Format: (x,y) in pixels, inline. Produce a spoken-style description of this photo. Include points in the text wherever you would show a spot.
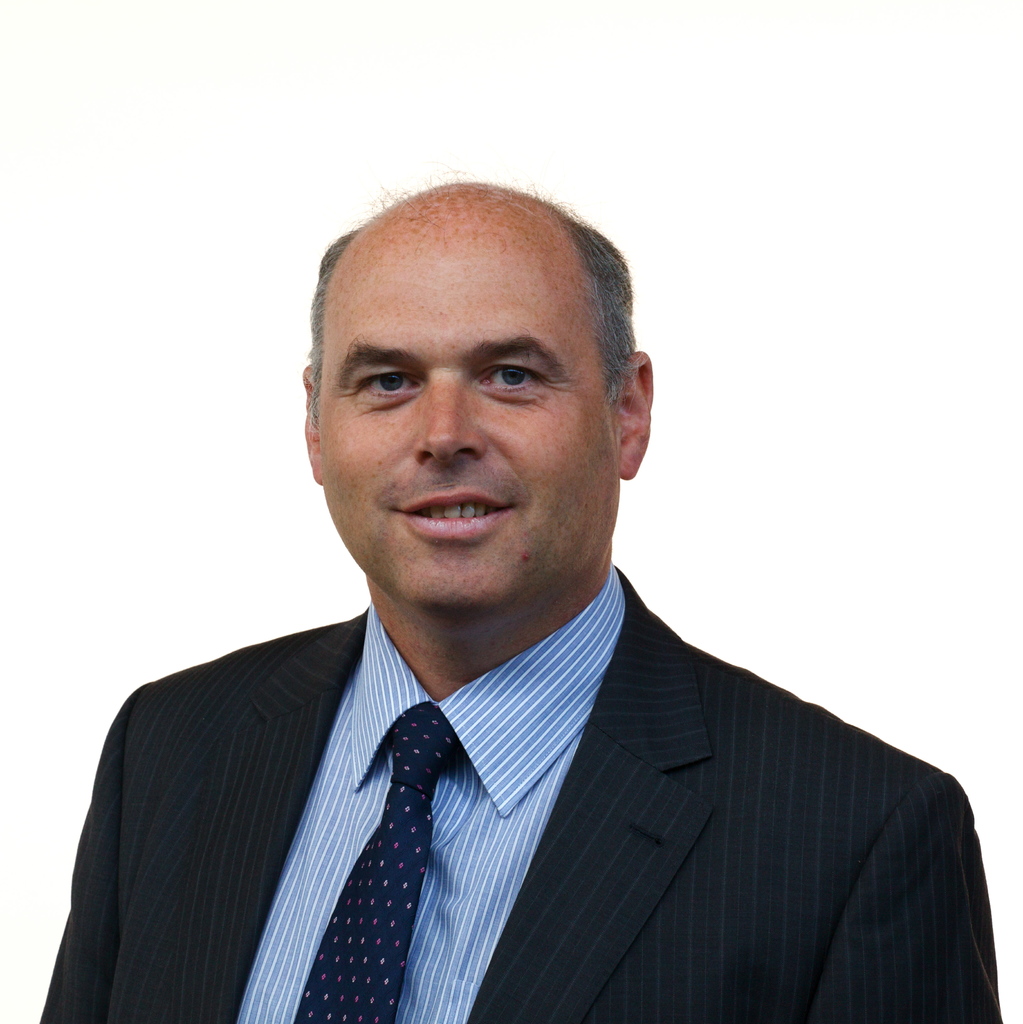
In this image there is a man (565,801) with a smiling face (488,456). He is wearing a black suit (267,753), tie (423,736) and blue shirt (499,733).
